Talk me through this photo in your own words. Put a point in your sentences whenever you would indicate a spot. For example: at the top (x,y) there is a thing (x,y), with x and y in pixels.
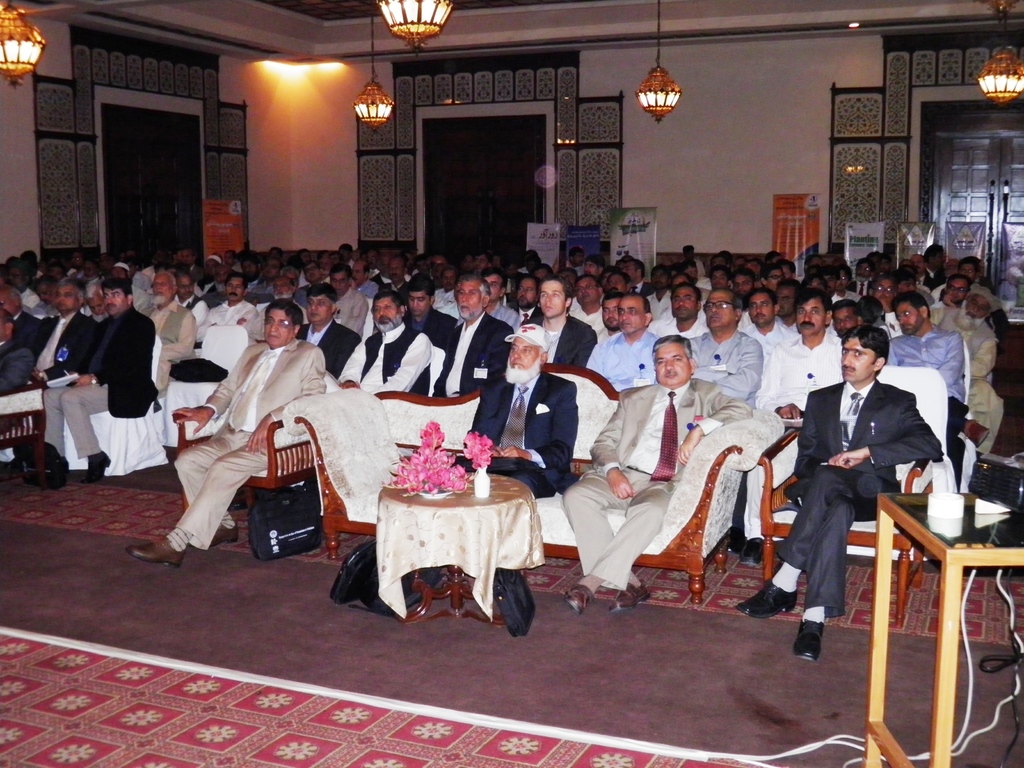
In this Image I see number of people (832,534) who are sitting on chairs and sofa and there are tables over here on which there are flowers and few things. In the background (706,180) I see the doors (432,183), wall (703,180), few boards (799,228) and lights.
